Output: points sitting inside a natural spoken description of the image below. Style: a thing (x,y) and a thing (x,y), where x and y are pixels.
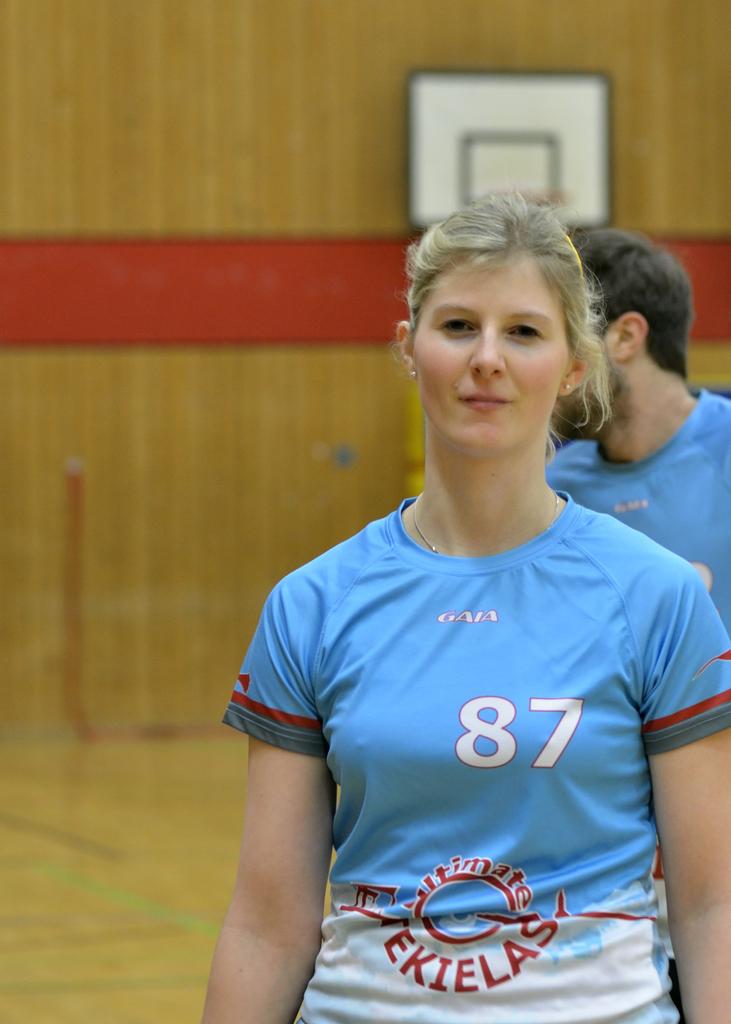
In the middle of the image (260,645) a woman (513,220) is standing and smiling. Behind her there is a person (577,400). Behind them there is wall (332,110).
